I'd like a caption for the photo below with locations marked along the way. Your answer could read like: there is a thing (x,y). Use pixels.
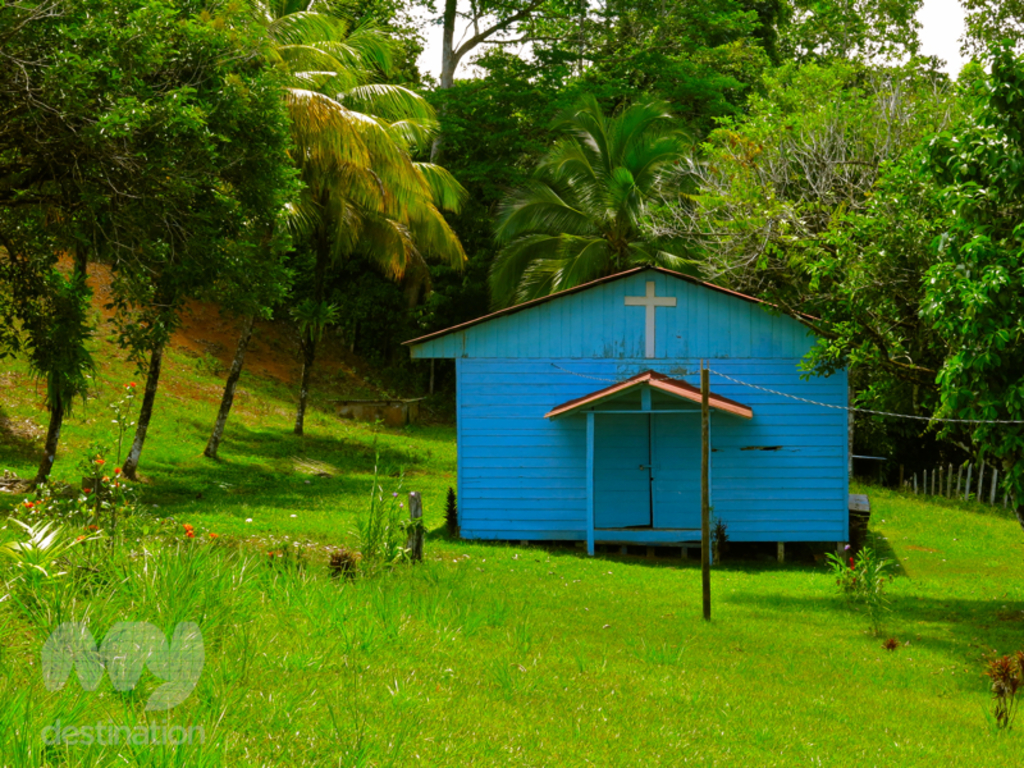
This picture is clicked outside. In the foreground (470,697) we can see the green grass (470,679) and the plants (862,597). In the center (536,459) there is a pole (703,588) and a blue color cabin (758,417). In the background (511,20) we can see the sky (509,45) and the trees (664,158).
